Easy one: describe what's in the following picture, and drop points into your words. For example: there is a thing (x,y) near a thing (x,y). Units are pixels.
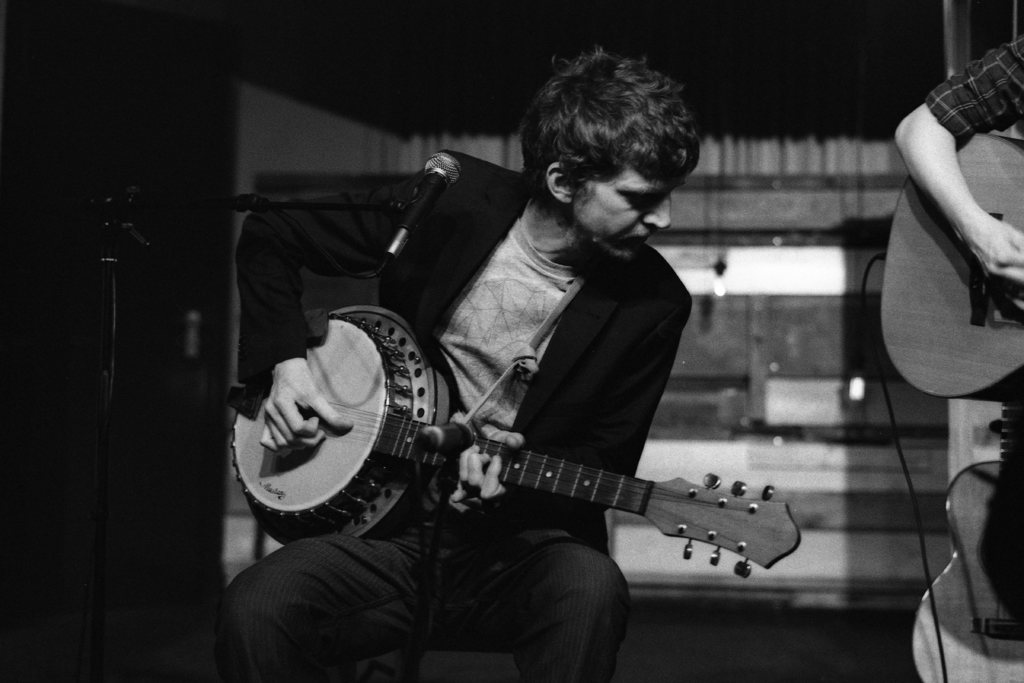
In this image i can see a person (485,425) is sitting on the chair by holding a banjo (396,421) and playing a banjo (390,498). Here i can see a microphone (419,200) in front of the person (555,294) and the person (590,338) is wearing a black coat (572,402).
